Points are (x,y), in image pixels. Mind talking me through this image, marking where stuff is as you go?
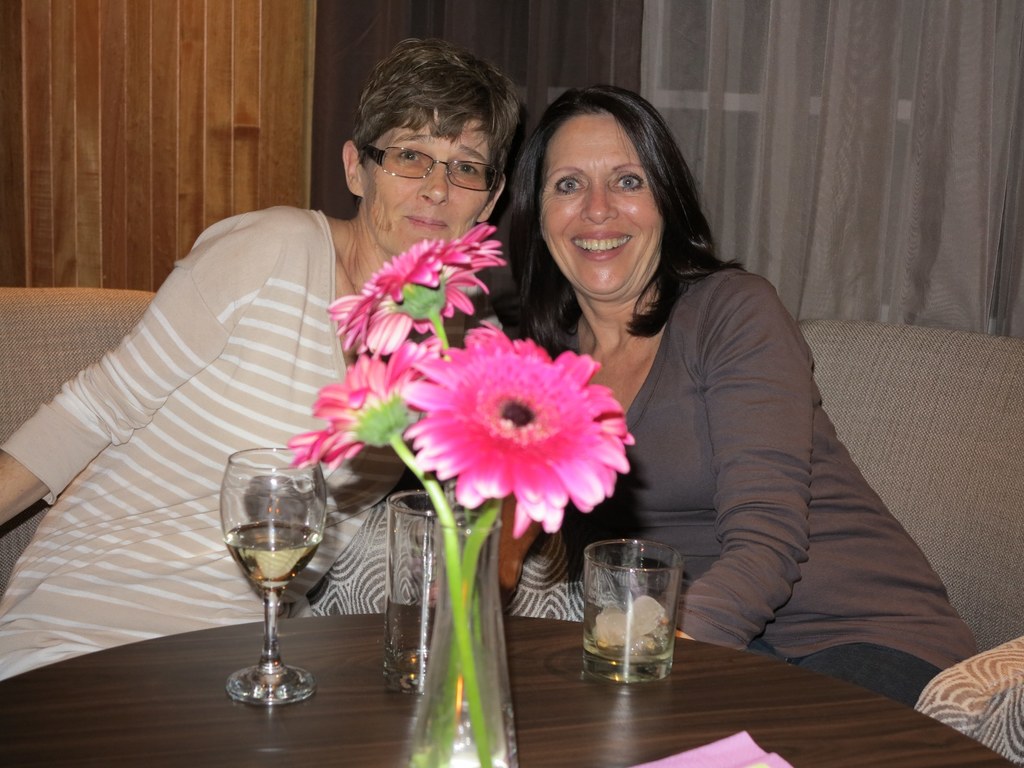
In the foreground of this image (495,487), there is a flower vase (471,573) and three glasses (617,661) on the wooden table (614,701). In the background (582,330), there are two women (711,414) sitting on the couch (908,423), curtain (908,284), window (908,284) and the wall (286,137).
